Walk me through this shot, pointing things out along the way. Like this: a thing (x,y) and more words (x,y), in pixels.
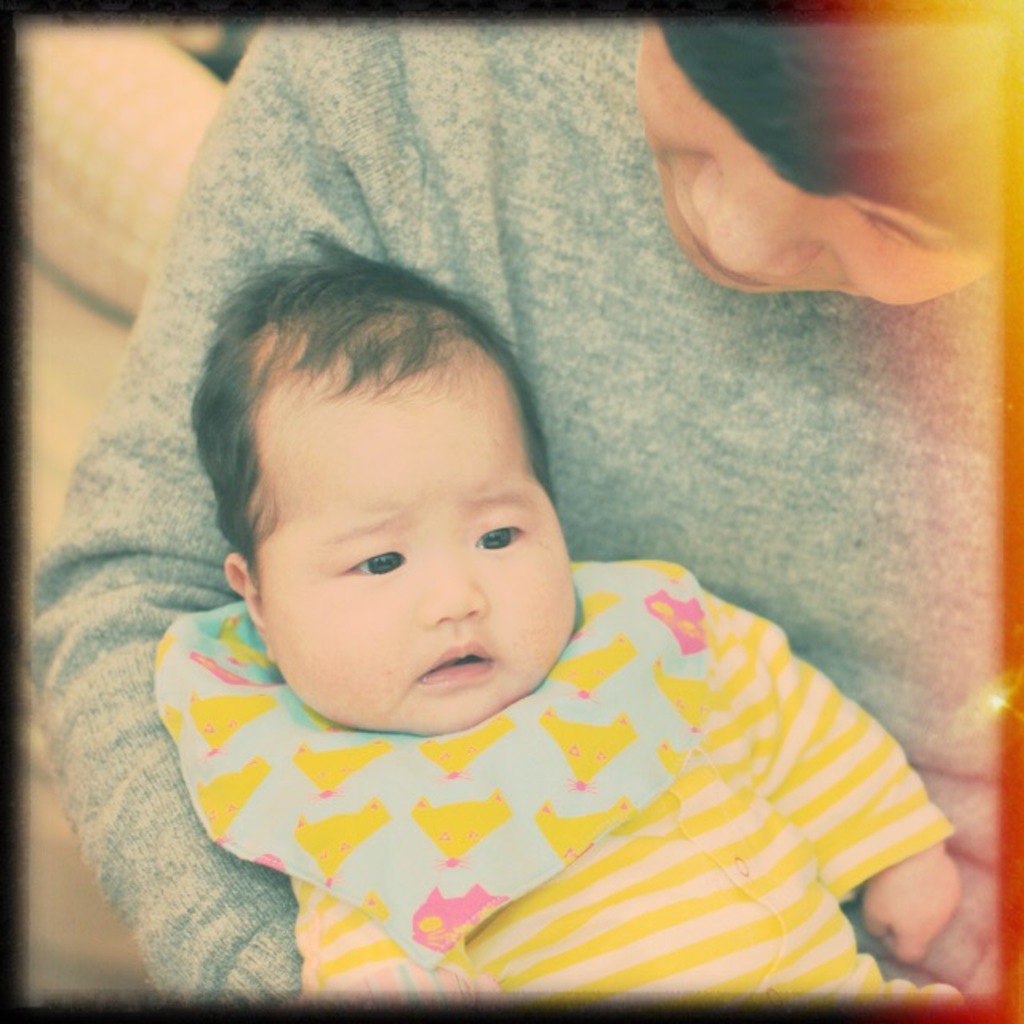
In the picture I can see a person (442,267) wearing grey color T-shirt (148,940) is carrying a child (324,851) who is wearing yellow color dress (807,949).
